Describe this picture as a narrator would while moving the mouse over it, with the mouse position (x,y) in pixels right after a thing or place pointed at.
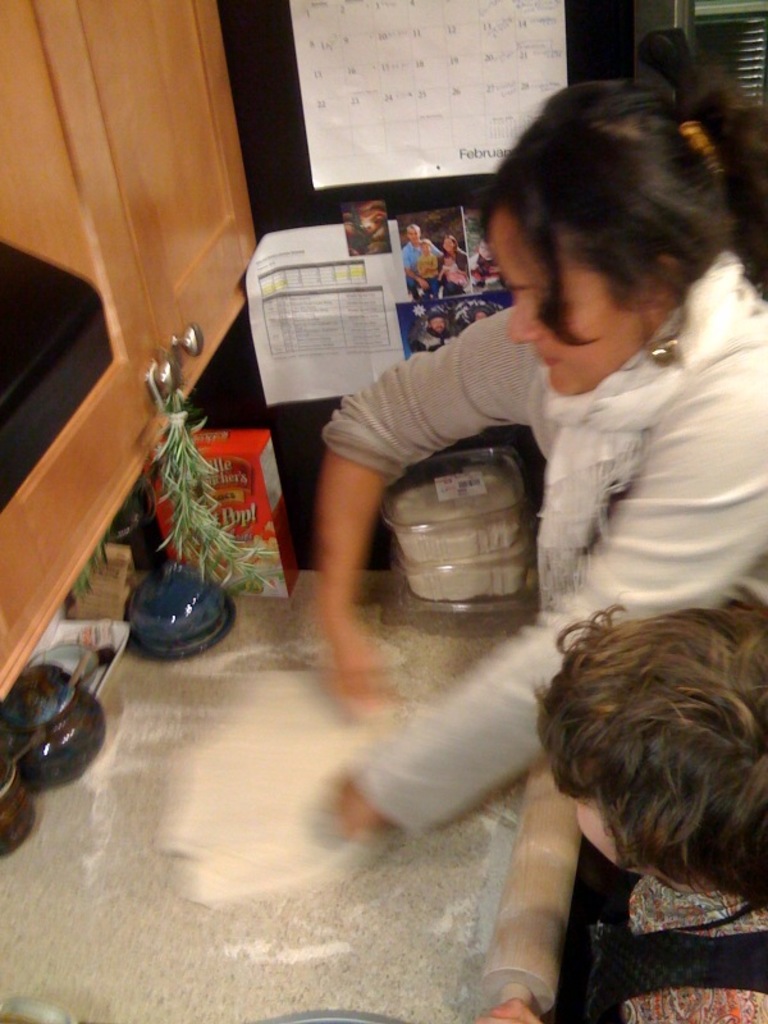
In this picture we can observe a woman (547,659) preparing some food (237,751) near the desk (182,707). There are two boxes (436,537) placed on the desk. We can observe a red color box (260,508) here. There are some papers (339,268) pinned to the black color wall (271,150). We can observe brown color cupboards (73,211) on the left side (180,213). There is a kid (618,806) on the right side (665,853) in front of the desk (192,976).
